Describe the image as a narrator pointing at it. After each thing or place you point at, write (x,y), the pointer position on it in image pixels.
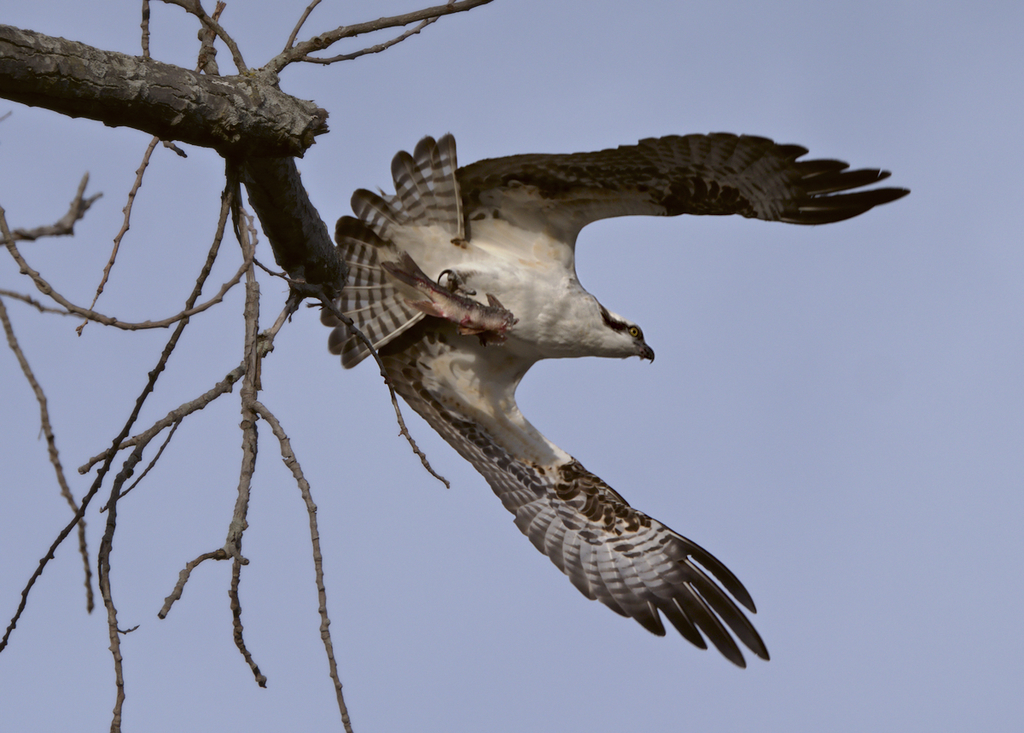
In this image, we can see a bird (573,456). We can see a dried tree (6,324) and the sky (786,22).
